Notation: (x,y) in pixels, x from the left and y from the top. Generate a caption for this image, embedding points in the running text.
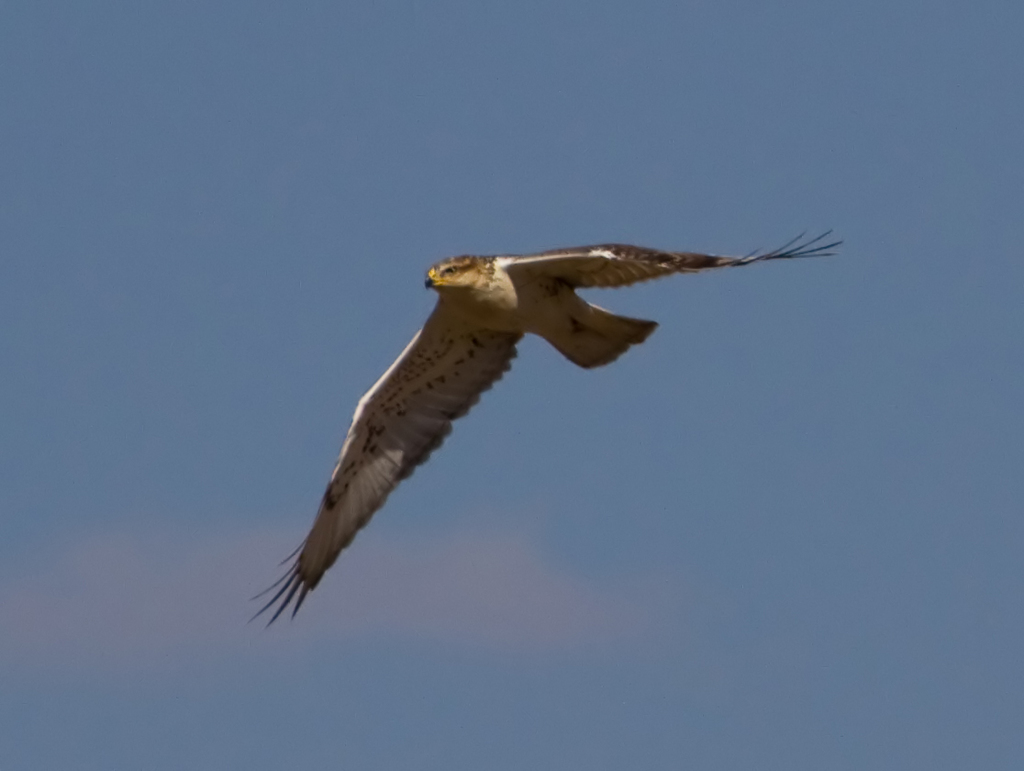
In this image we can see a bird (451,281) flying in the sky (628,518).
